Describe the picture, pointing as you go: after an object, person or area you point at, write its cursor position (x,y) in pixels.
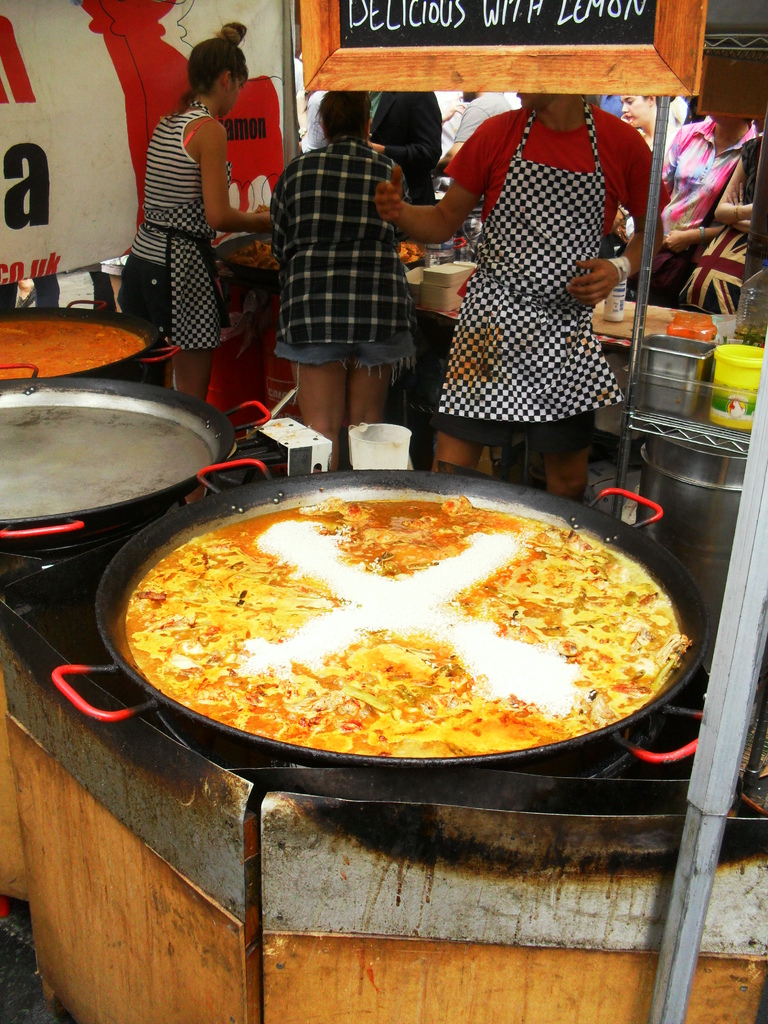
In this picture I can see there is a pan of food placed and there are a few people (583,159) standing and there is a board (475,24) and there is something written on it. and there is a banner (15,213) at left side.
